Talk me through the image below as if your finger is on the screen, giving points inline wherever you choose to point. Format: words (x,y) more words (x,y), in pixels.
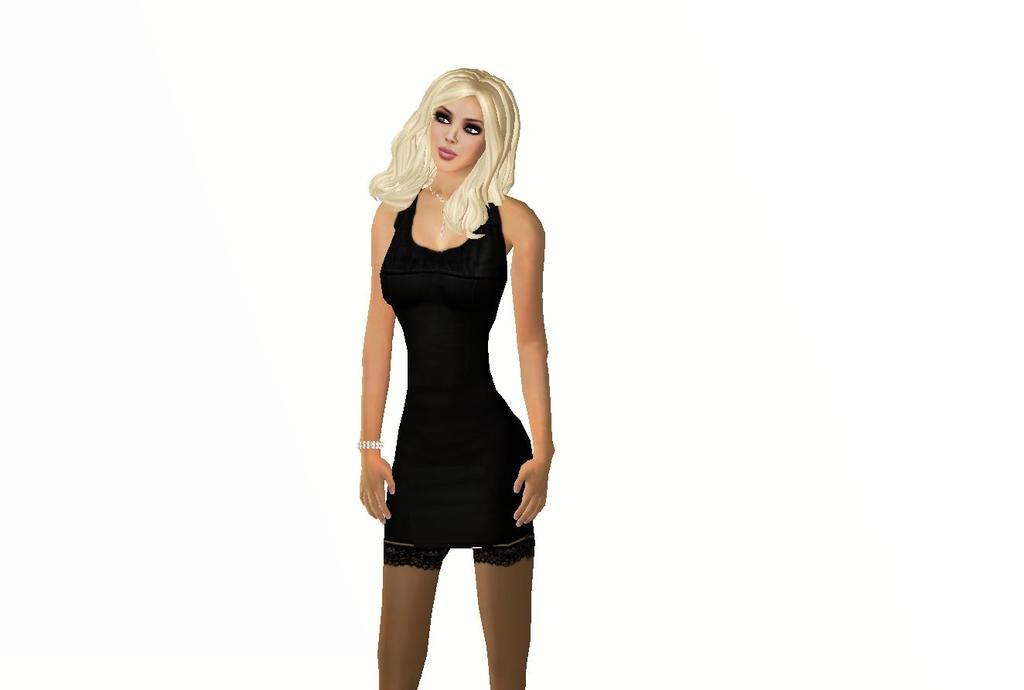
In this picture we can see an animated image of a girl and in the background (785,495) we can see it is white color.
